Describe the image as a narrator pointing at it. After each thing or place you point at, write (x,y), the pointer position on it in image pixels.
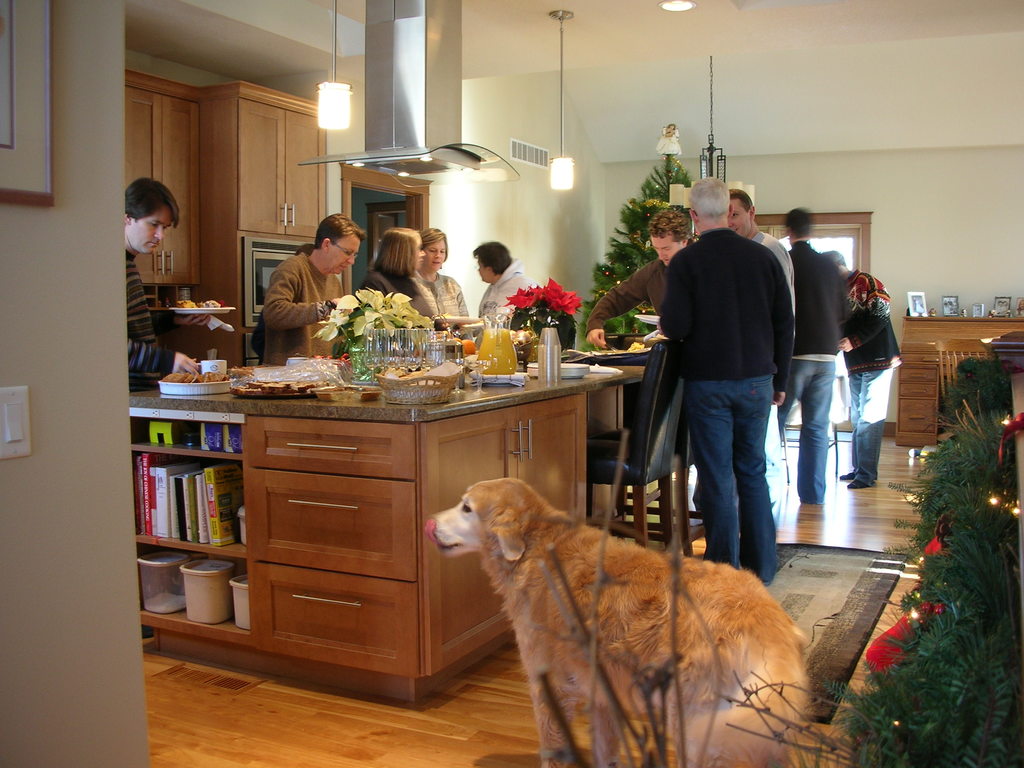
In this image we can see some people (497,300), glasses (417,364), flower vase (407,305), shelves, books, lights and other objects (461,388). At the bottom of the image (597,709) there is the floor (470,717) and a dog (603,622). On the right side of the image (922,572) there are some plants (935,637) and lights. On the left side of the image (87,461) there is a wall (92,365), it looks like a frame (51,105) and it looks like a switchboard (19,405). In the background of the image (469,210) there are some cupboards (210,201), wall (904,288) and other objects (975,344). At the top of the image (731,62) there is the ceiling (719,38) with lights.
